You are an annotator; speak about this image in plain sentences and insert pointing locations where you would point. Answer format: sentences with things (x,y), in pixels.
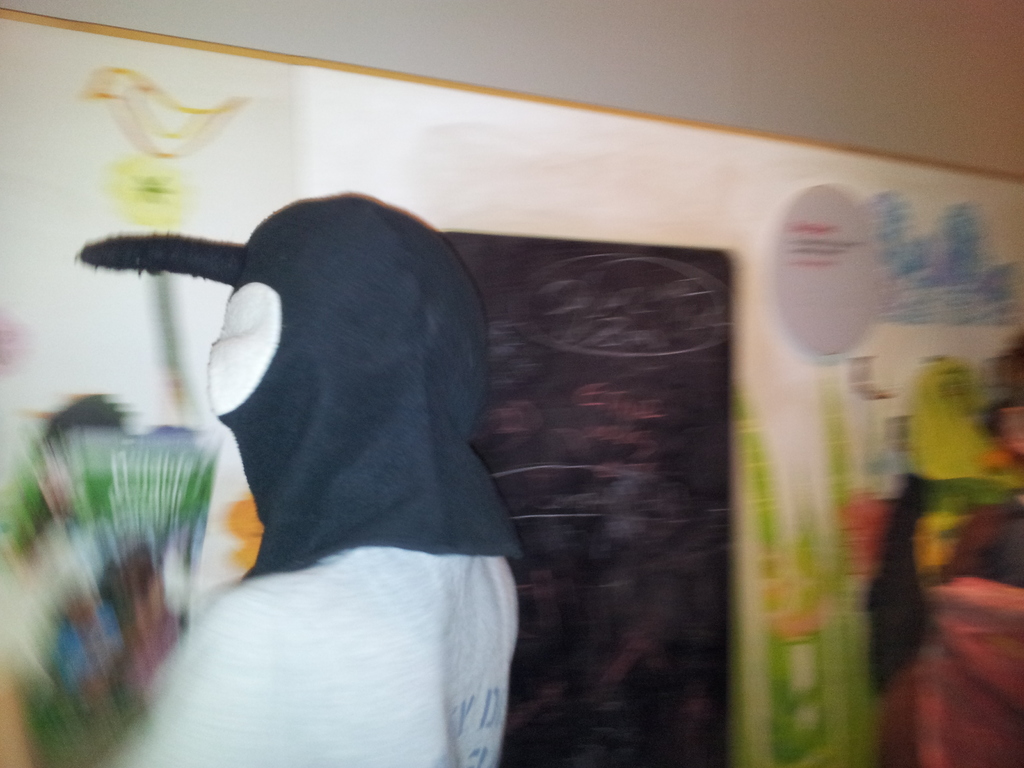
This picture is clicked inside. On the left (305,528) there is a person (396,648) seems to be standing. The background of the image (873,249) is blurry and we can see the wall (207,141) and many other items (159,207) in the background (36,568).
